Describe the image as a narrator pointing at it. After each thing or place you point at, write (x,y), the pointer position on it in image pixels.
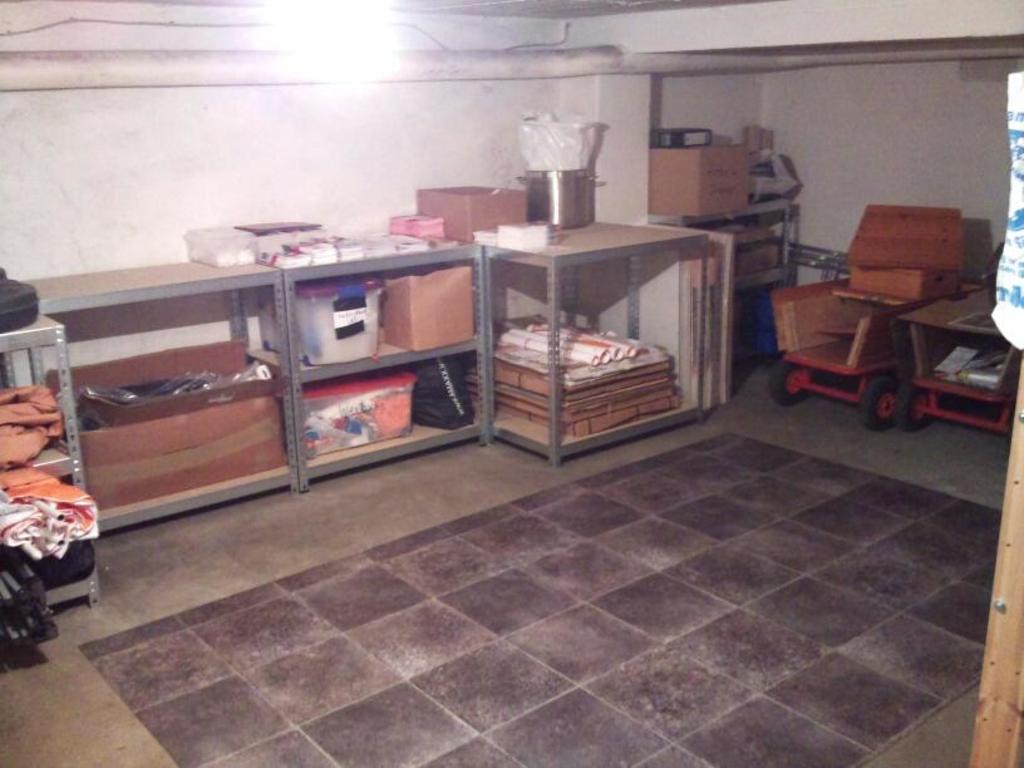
In this image I can see few cardboard boxes (282,417), plastic boxes (364,304), wooden objects (884,250) and few objects (25,475) in the racks (290,356). I can see two trolleys (793,381) and few objects (852,296) on it. I can see the wall (641,201), light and the ceiling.
